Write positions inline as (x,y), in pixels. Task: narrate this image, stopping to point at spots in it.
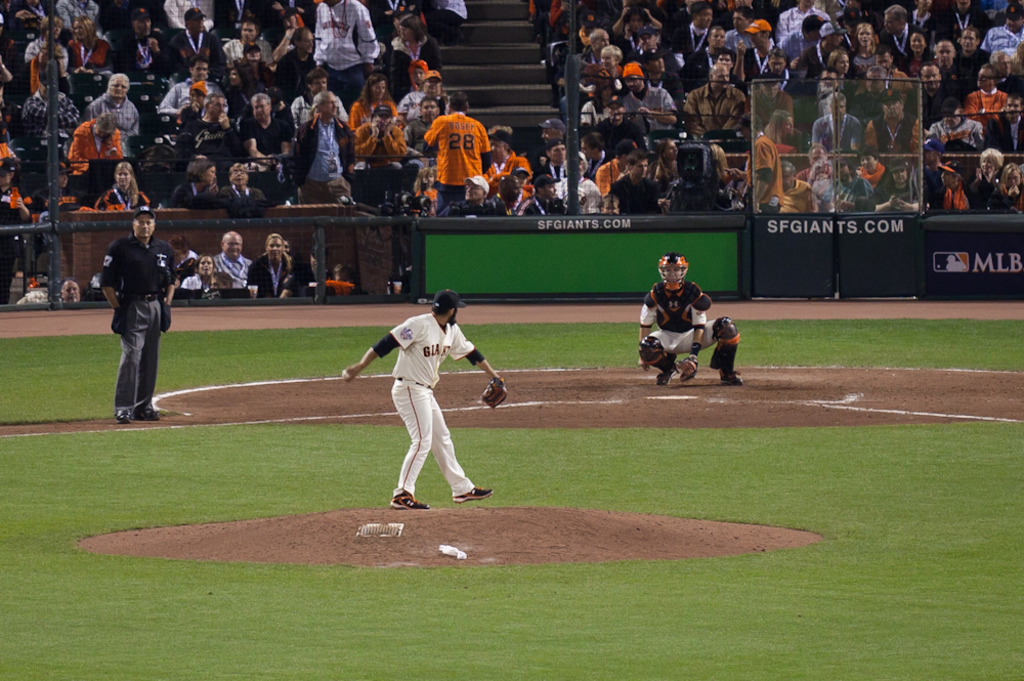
In the image we can see there are three people (366,360) on the ground (337,383) and they are playing. They are wearing clothes (413,394), shoes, two of them are wearing cap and the other one is wearing a helmet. Here we can see grass (891,504) and sand (348,391). Here we can see the audience (769,48) sitting and some of them are standing, they are wearing clothes (419,146). Here we can see a poster (944,273), stairs (479,44) and fence (57,272).
